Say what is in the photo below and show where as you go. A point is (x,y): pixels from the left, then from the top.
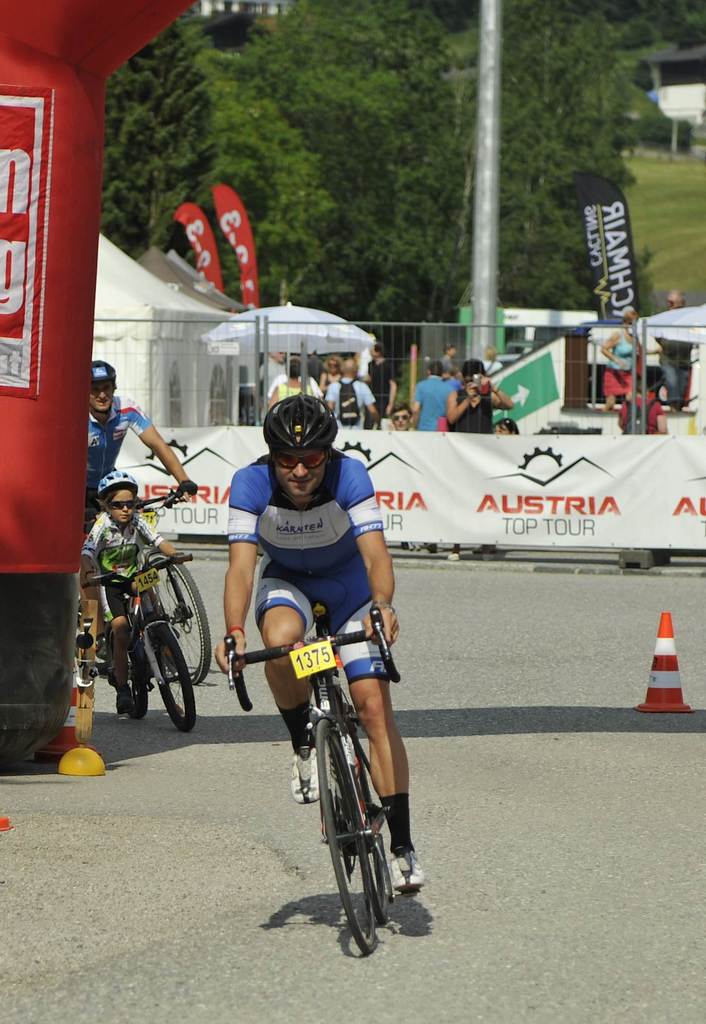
In this picture I can see three persons (241,527) riding bicycles (325,761) on the road (283,732), there are cone bar barricades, there are group of people (675,376) standing, there are iron grilles (509,343), there are advertising flags (593,277), there are umbrellas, there is a canopy tent (206,355), and in the background (419,316) there are trees (437,70).
